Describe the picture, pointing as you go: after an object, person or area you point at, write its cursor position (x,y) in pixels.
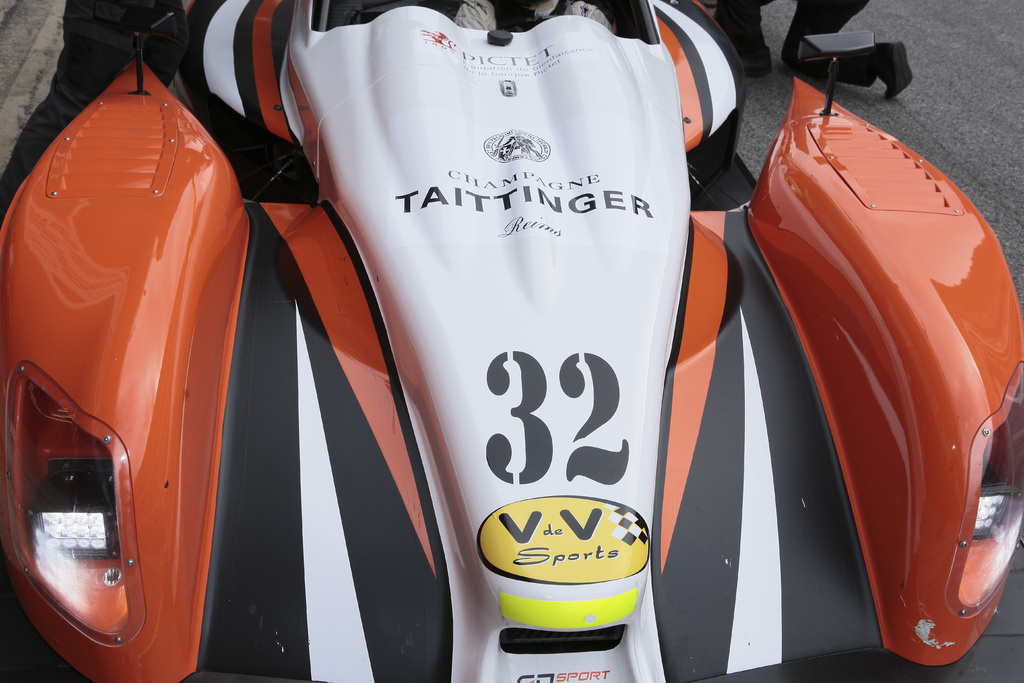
In this picture there is a vehicle (290,483) on the road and there are two persons (89,95) on the road (3,151).
